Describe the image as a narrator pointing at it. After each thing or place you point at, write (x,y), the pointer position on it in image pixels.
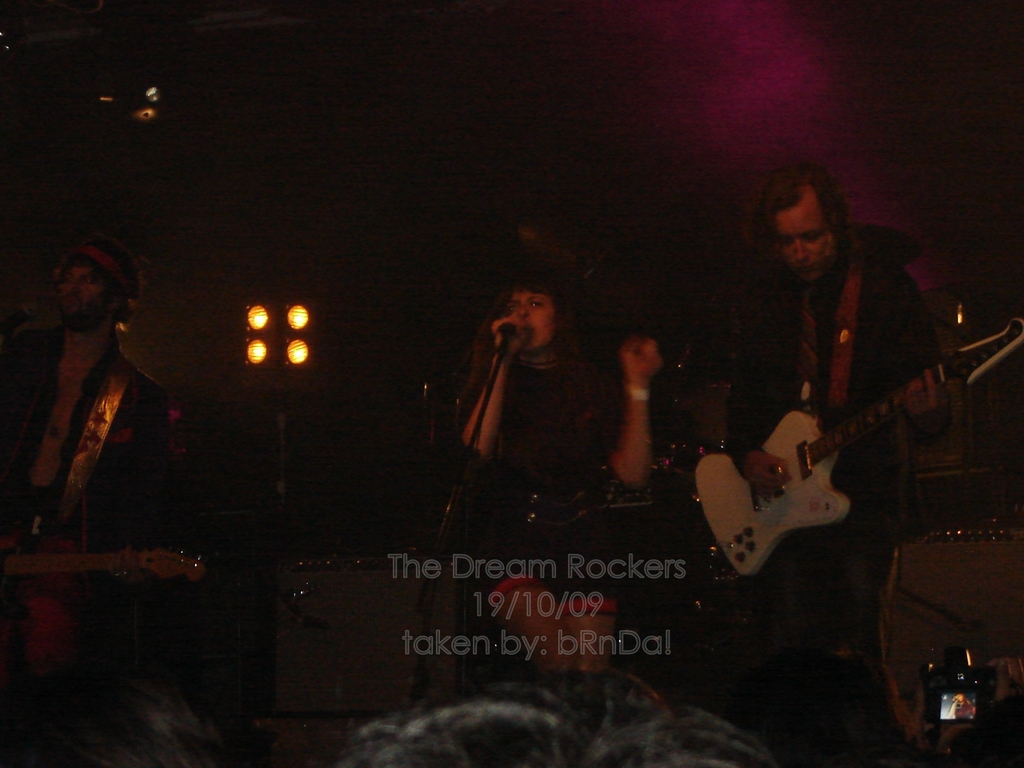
In this image, three peoples (555,458) are standing. Few are playing a musical instrument (793,497). In the middle (548,405), woman (526,380) is holding a microphone (508,336) on his hand (506,335). At the background (305,348), we can see lights (271,343), stands (282,415). At the bottom of the image (125,733), we can see human heads (494,752). Here right side (965,688) corner, we can see camera (957,677).
